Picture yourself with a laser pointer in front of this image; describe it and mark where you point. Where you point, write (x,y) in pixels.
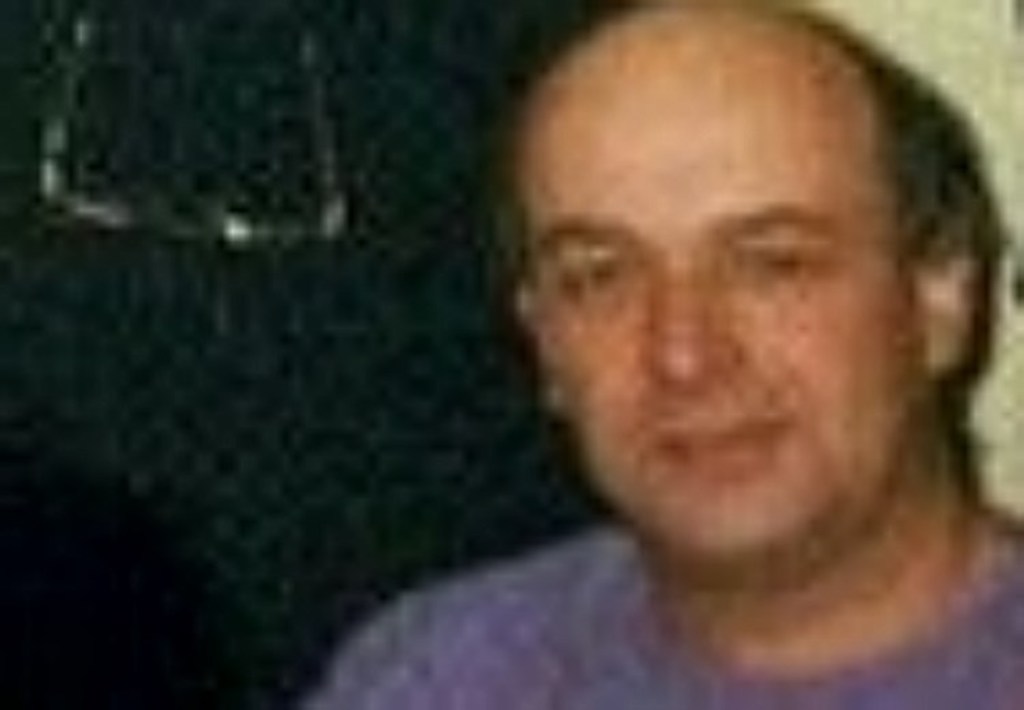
In this image we can see a person (585,543) and the background (154,40) is blurred.
